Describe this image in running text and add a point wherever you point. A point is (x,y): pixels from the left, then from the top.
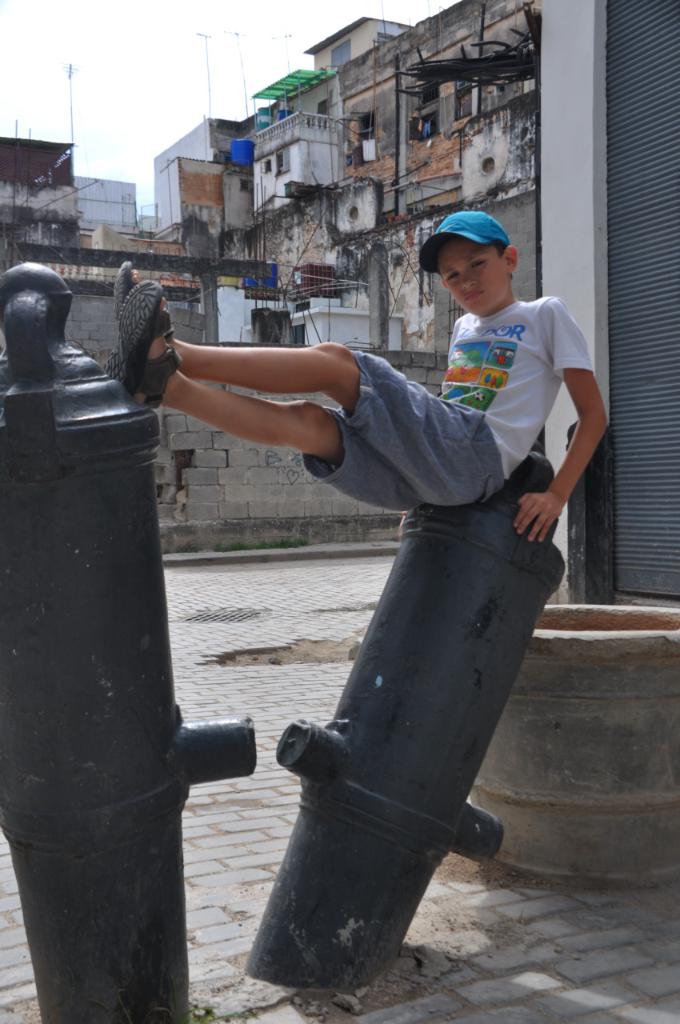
In the picture we can see a huge pipe (419,729) on the path (240,573) and a boy (333,442) sitting on it and keeping a leg (339,431) on the other pipe (170,718), he is wearing a white T-shirt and a blue cap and behind him we can see a wall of the house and some far away from it, we can see a wall (181,461) and behind it we can see some house buildings (367,246) with windows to it and behind it we can see a sky (295,22).
